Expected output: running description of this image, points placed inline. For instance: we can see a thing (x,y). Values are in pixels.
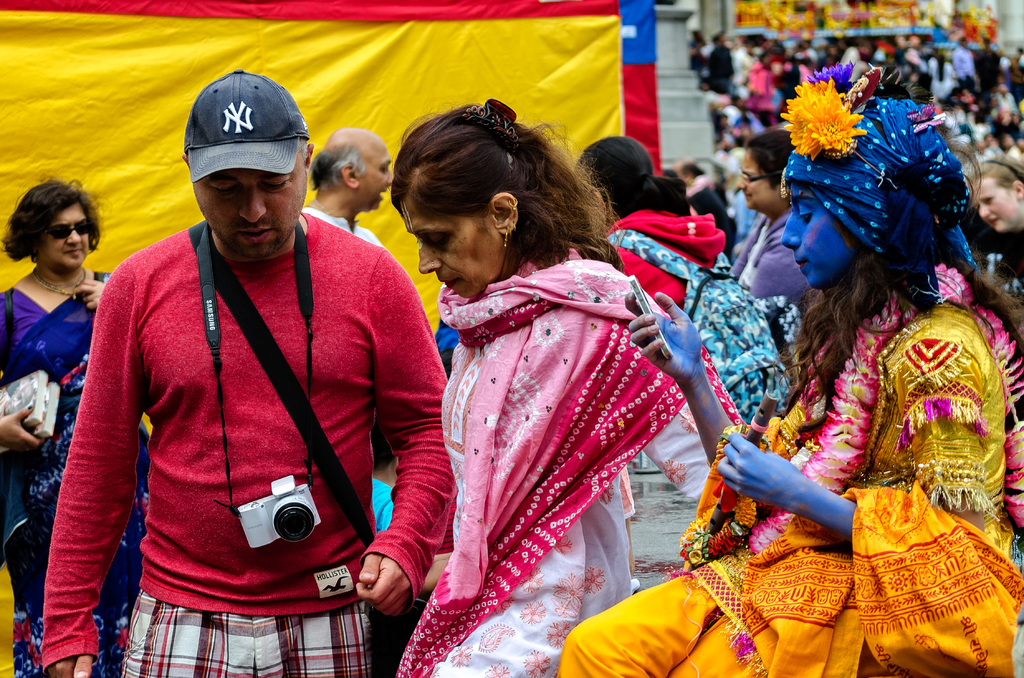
In this picture we can see some people (863,63) are standing, a woman (954,394) on the right side (962,468) is wearing costumes (860,365) and holding a mobile phone (653,326), a woman (72,344) on the left side (72,344) is holding books (39,409), a man (276,398) in the middle (344,430) is wearing a cap (270,164) and a camera (272,511), there is a cover (577,90) in the background (485,75).
